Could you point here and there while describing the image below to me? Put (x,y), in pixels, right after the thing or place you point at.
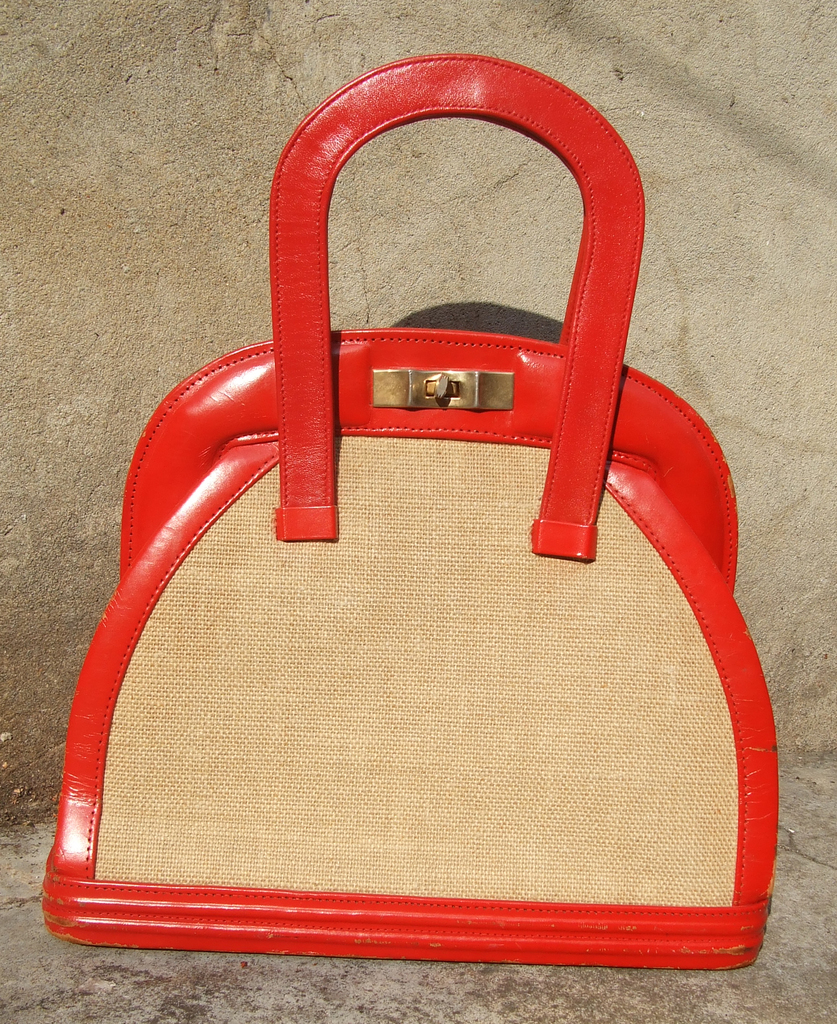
This picture shows a woman handbag (394,958).
